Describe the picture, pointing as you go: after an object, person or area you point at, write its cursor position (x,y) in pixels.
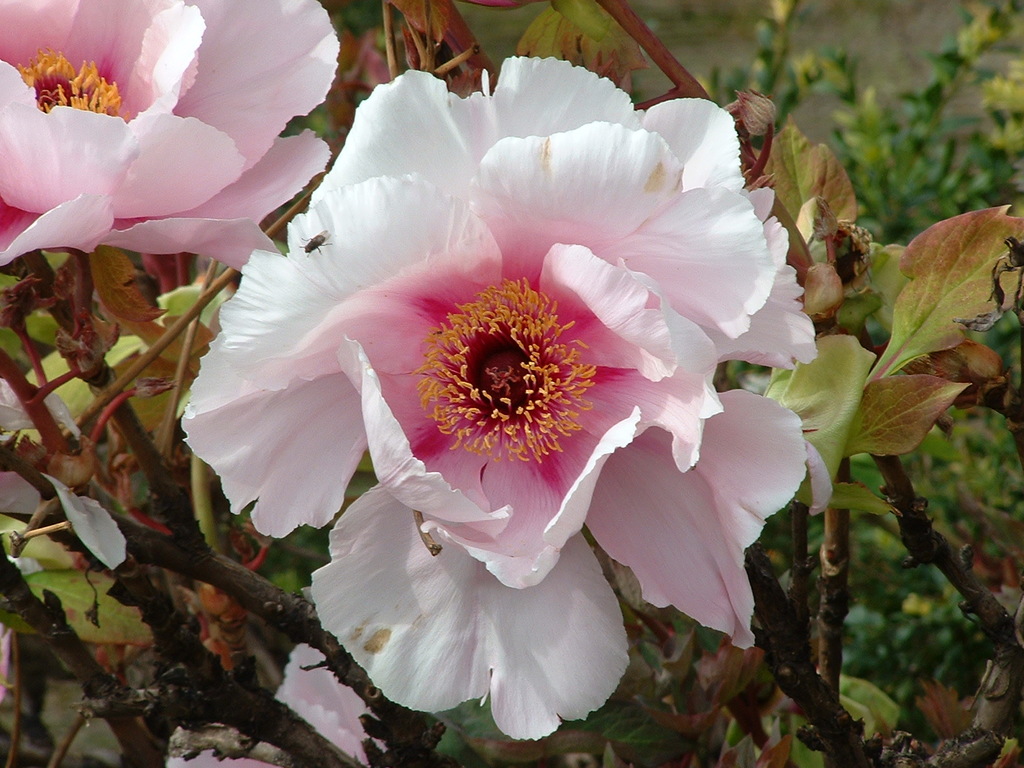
In this image we can see flowers (233,428) to a plant (452,374), in which we can see an insect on a flower (407,299). In the background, we can see some plants (60,360).
